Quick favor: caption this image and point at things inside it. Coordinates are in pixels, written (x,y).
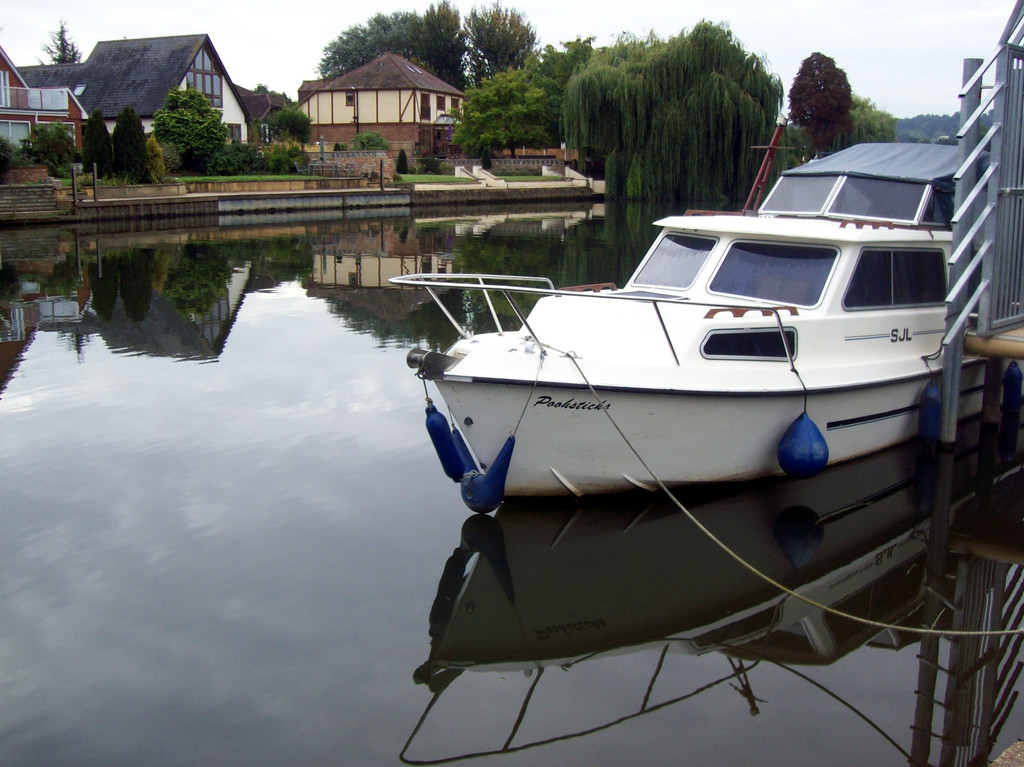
In this image we can see a boat (516,379) tied with a rope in a water body (347,539). We can also see a metal fence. On the backside (351,108) we can see some houses (339,114) with roof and windows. We can also see some grass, a group of trees (264,160), poles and the sky (771,46) which looks cloudy.
